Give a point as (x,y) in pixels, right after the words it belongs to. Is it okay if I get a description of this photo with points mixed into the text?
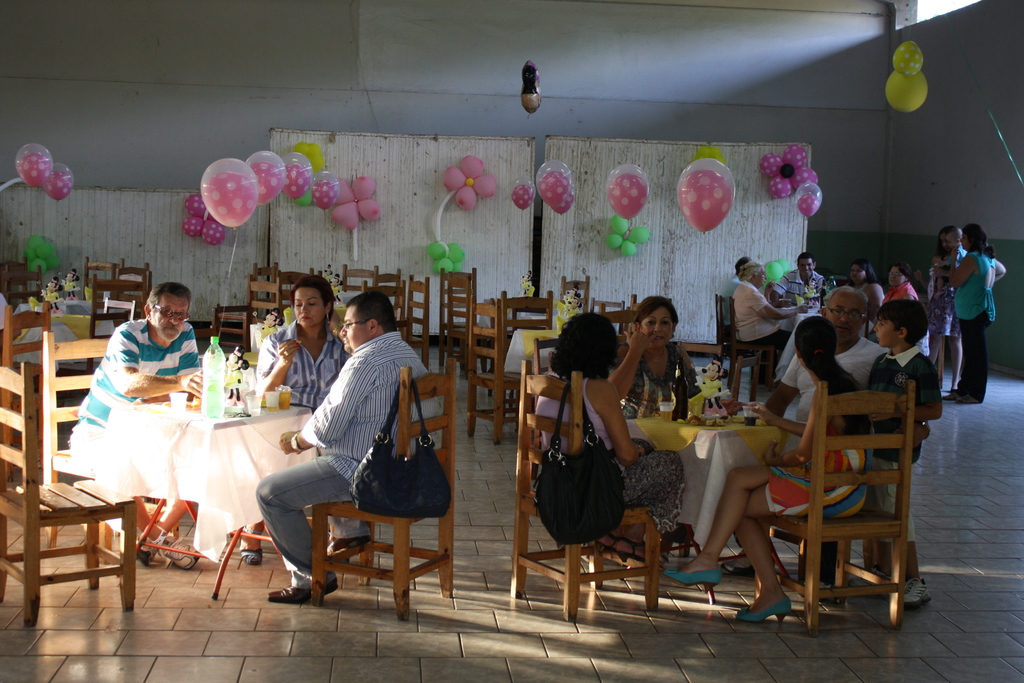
Here we can see group of people (157,357) sitting on chairs (877,444) with tables (141,451) in front of them having cold drinks (211,362) on them and in the middle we can see handbags (583,457) hanged on the chair (573,549) and behind them we can see balloons (917,101) probably decorated and at the right side (975,229) we can see some people (979,341) standing.
